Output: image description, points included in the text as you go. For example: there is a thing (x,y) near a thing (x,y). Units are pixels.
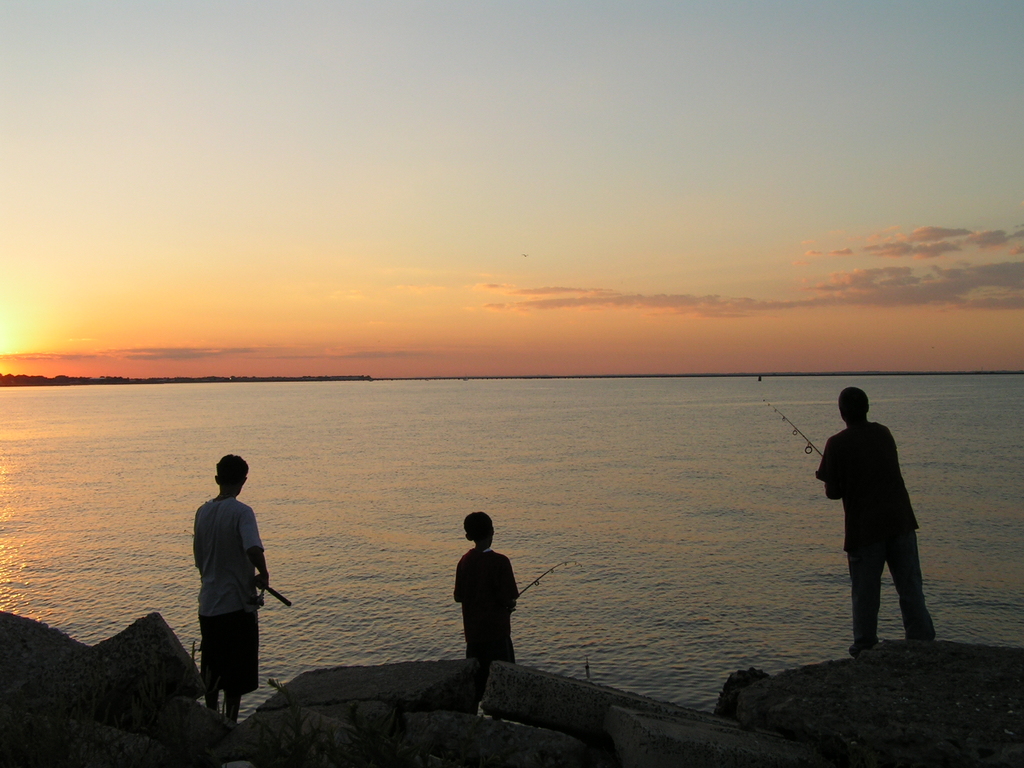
In this image I can see three boys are fishing in this water (682,554), at the top (521,182) it is the sky (559,174).
